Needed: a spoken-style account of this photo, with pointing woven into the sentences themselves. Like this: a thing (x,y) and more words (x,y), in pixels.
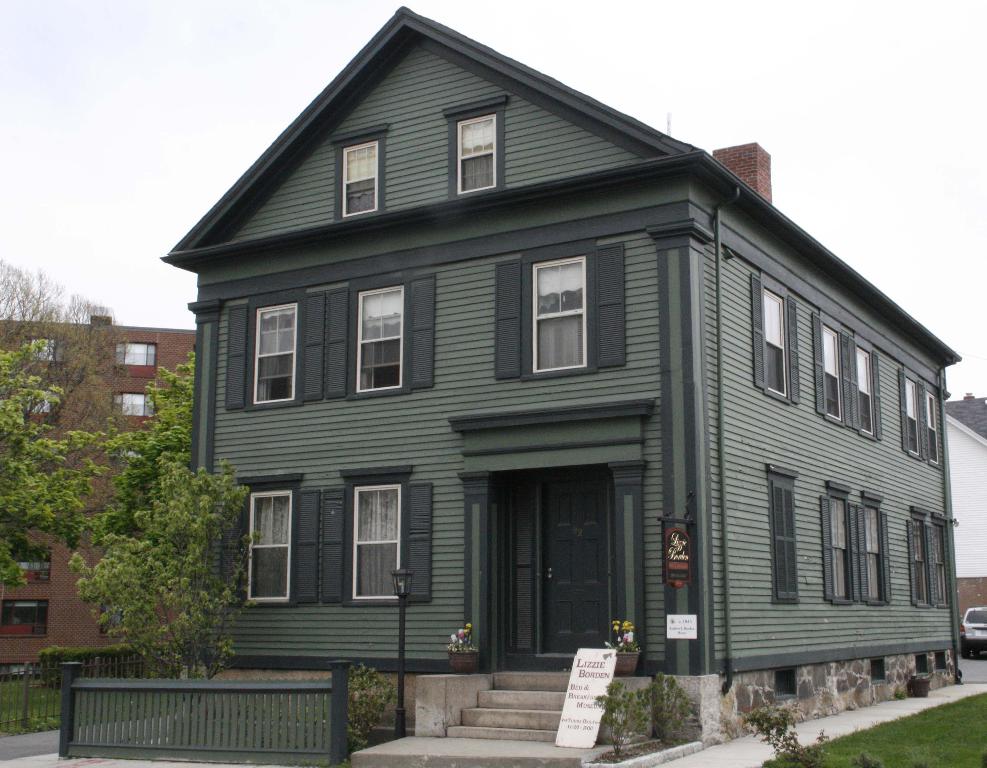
In this image I can see buildings (357,463), trees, plants (365,727), fence (243,726) and the grass (919,726). In the background (961,639) I can see the vehicle (961,639) and the sky (919,251).
